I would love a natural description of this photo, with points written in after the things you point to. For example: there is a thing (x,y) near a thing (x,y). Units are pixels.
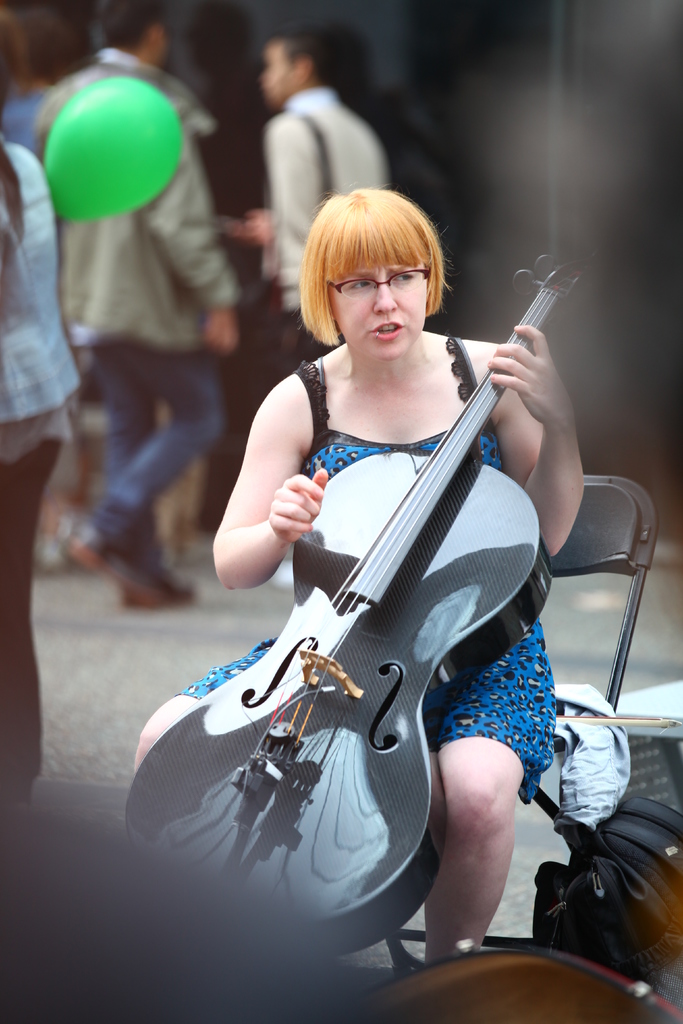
A lady (436,425) with blue dress (541,629) is sitting on a chair (640,601). She is playing cello (333,664). To the side of her there is a black color bag (578,868). In the background (287,194) there are some people (215,263) standing and a green color balloon (120,113) in someone hand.
